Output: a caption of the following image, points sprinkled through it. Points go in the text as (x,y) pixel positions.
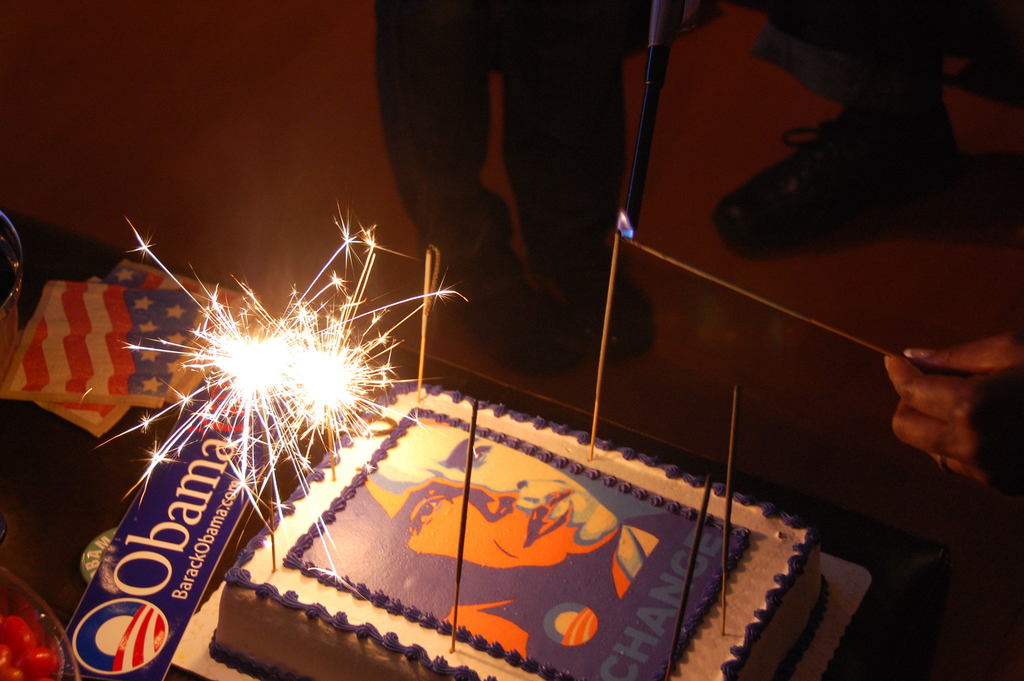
This is a table (92,464). I can see a cake (380,536) with the candles (318,414), flags (109,310) and few other things (140,623) on it. On the right side of the image (978,397), I can see a person's hand (974,404) firing the candles (429,283). At the top of the image (511,107), I can see two people (920,73) standing.
